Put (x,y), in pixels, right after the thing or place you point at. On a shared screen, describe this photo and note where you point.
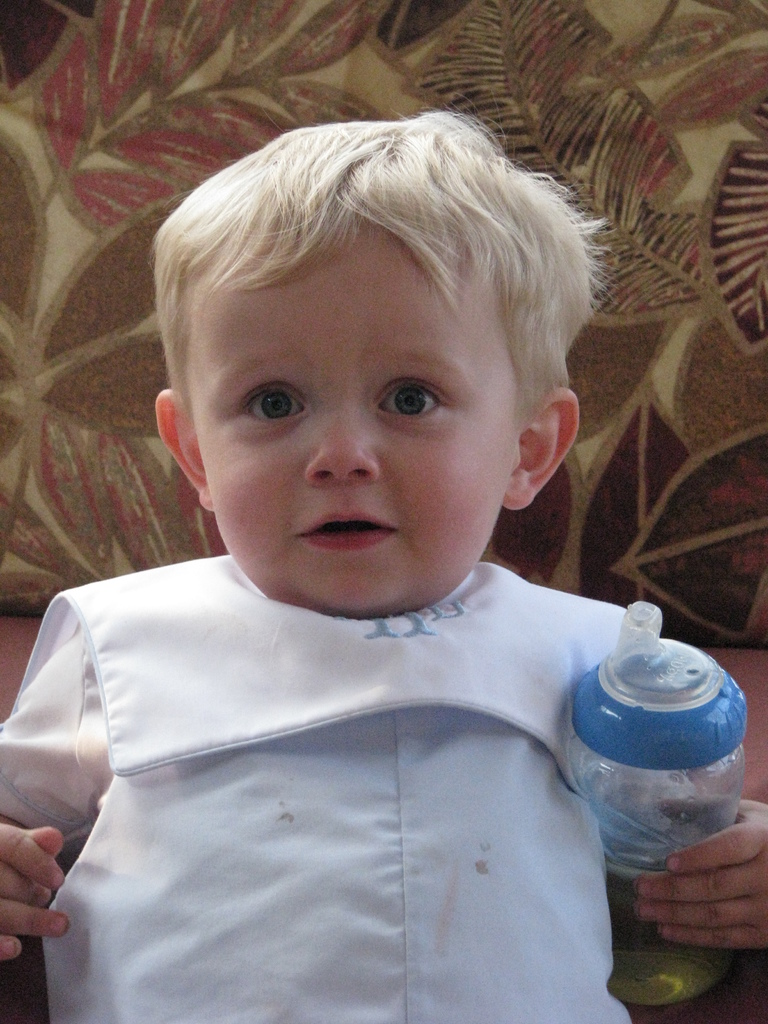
A boy (215,211) is standing at sofa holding a bottle (619,746) in his hand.
